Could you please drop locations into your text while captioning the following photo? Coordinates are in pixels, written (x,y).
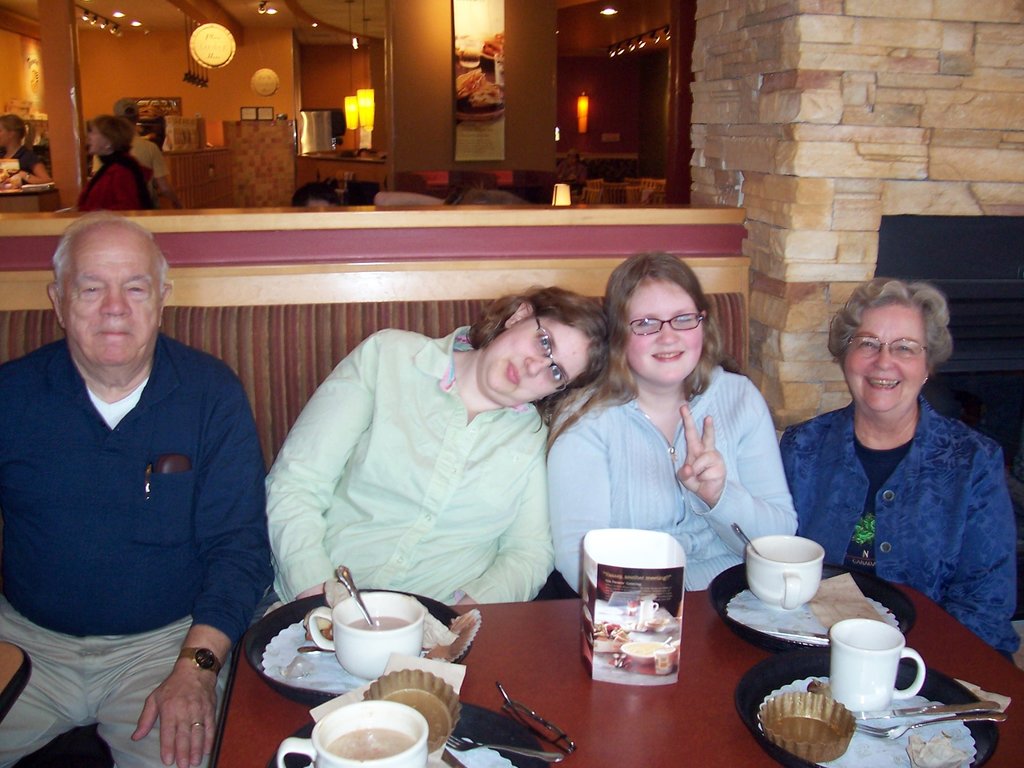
In this image I can see three women (533,413) sitting on chairs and a man (212,497) wearing blue and white colored dress (145,545) is sitting on a chair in front of a brown colored table (645,705) and on the table (640,714) I can see few black colored plates (766,681), few white colored cups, few spoons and a box (618,632). In the background (127,163) I can see few persons (160,159) standing, few lamps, the ceiling (352,24), few lights (274,12) and the cream colored wall (833,83).
